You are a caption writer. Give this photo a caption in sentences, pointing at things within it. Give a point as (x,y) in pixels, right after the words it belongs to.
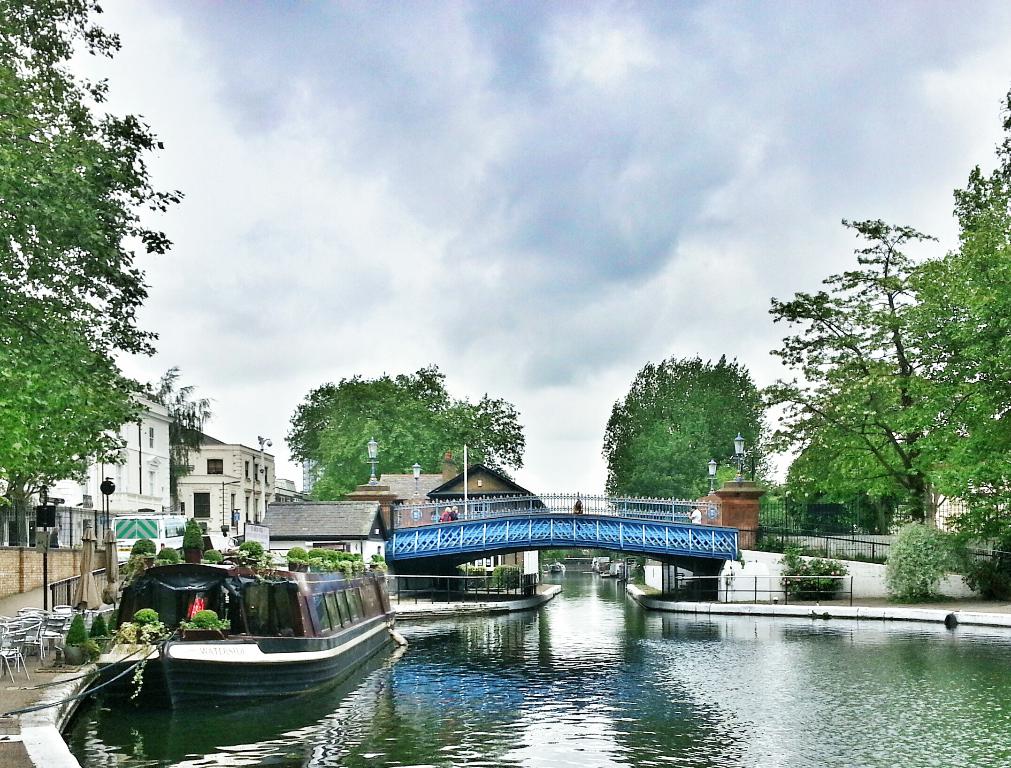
In this image I can see the water (508,671). I can see the boat (368,646) on the water (541,702). To the side of the water (749,646) I can see the chairs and the railing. To the left (212,475) I can see the houses (370,516) with windows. In the background (568,521) there is a bridge (620,536), many trees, clouds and the sky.
